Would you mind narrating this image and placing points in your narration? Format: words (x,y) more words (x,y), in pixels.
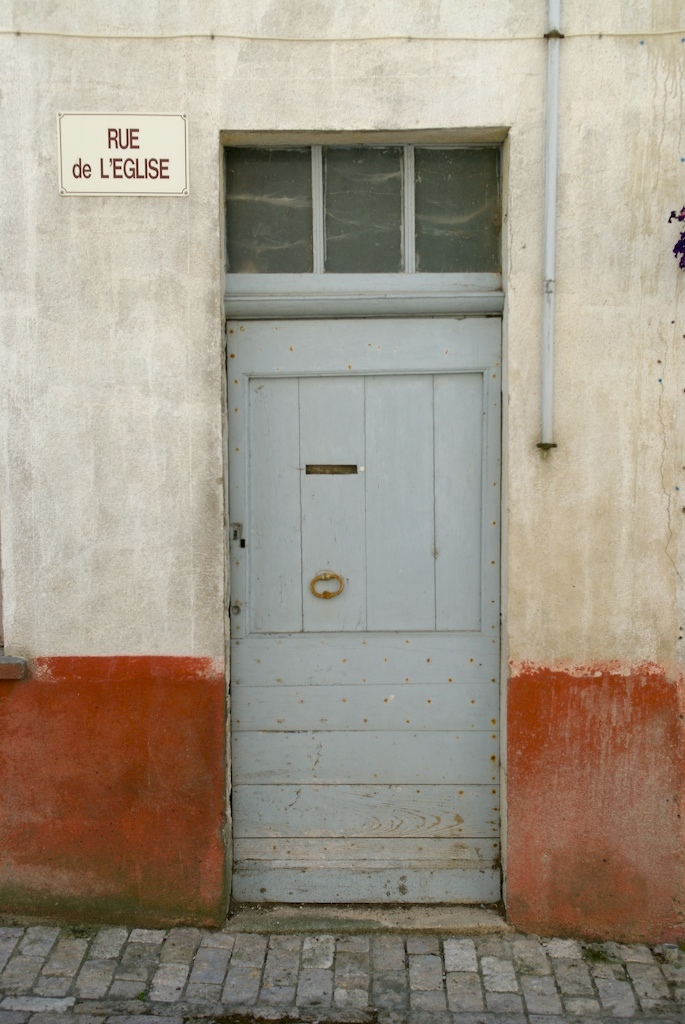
In the picture there is a wall (643,594), on the wall (643,594) there is a door (409,501) and there is glass ventilator window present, there is a board (160,164) with the text (157,176), there is a pipe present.
